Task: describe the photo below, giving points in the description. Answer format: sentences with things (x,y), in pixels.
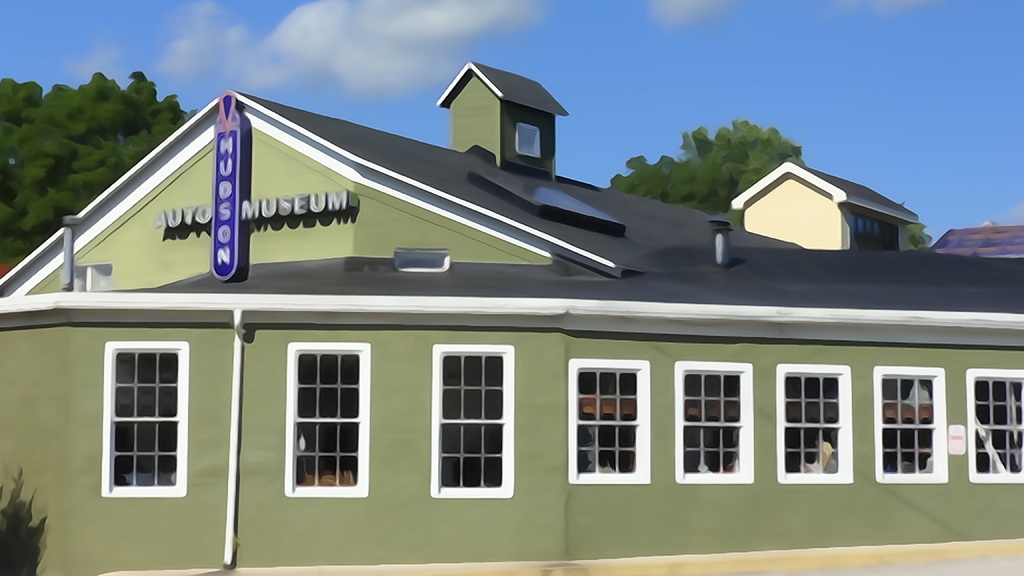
Here in this picture we can see an animated house (468,382) present over there and we can see windows (594,453) on it and behind it we can see trees (720,160) and we can see clouds (396,83) in sky (437,132).
